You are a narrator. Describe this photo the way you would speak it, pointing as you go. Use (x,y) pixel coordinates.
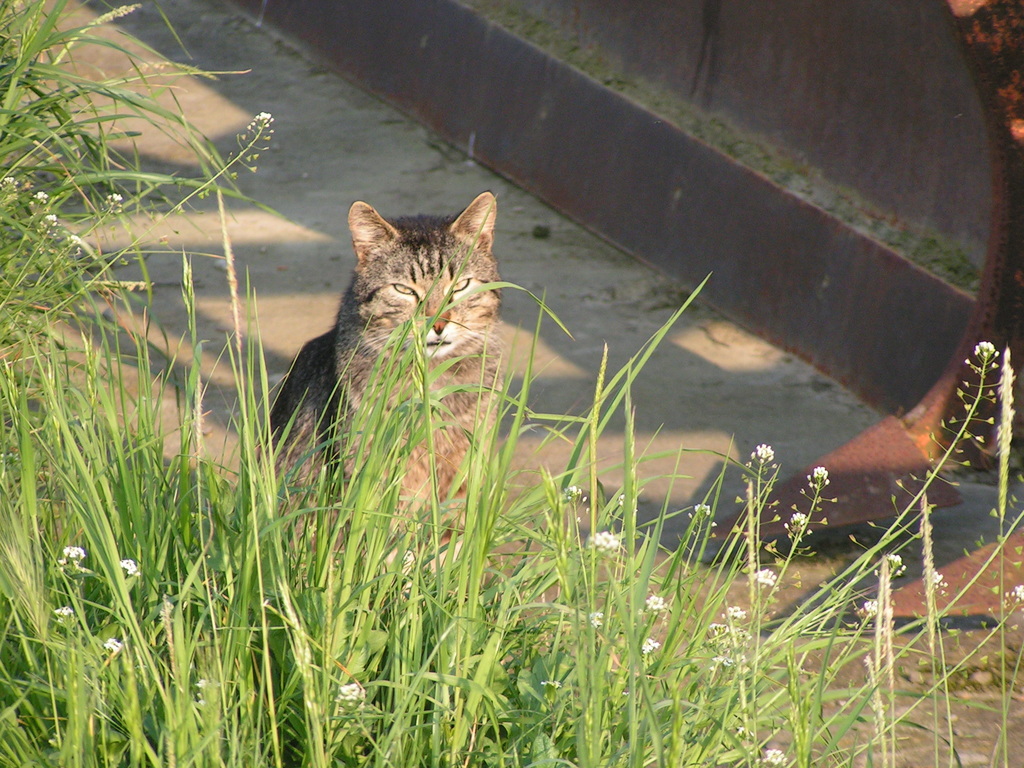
In this image we can see a cat (442,463) on the ground (127,382), there are some plants (714,607) with flowers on it and also we can see the wall (802,28).
